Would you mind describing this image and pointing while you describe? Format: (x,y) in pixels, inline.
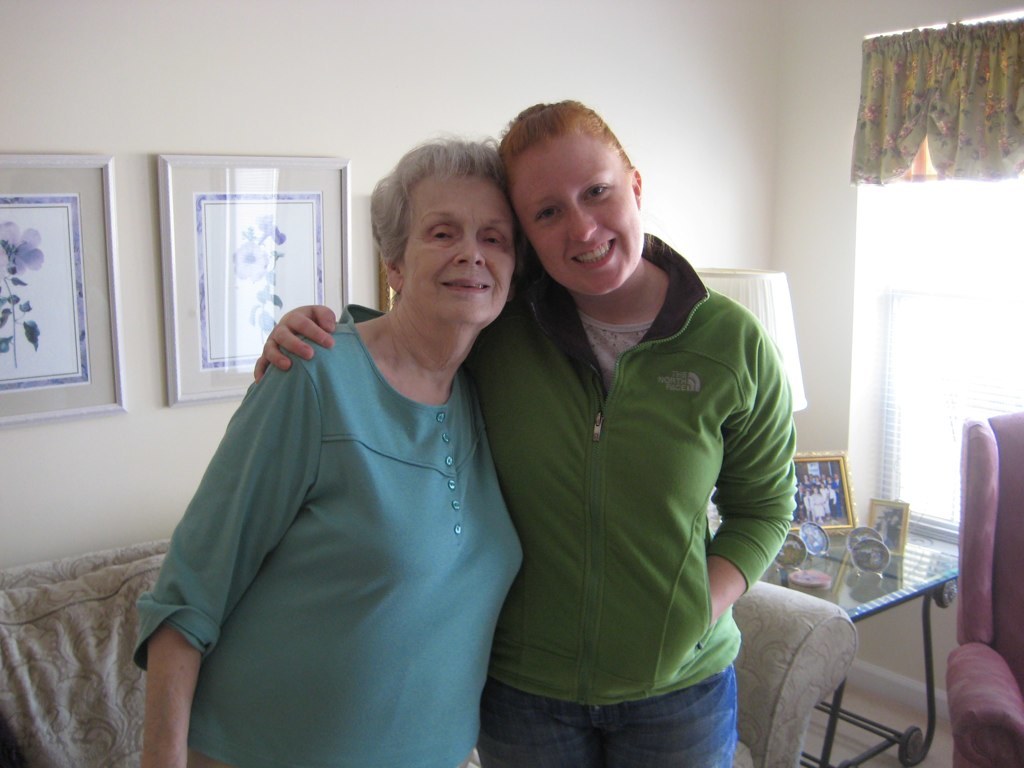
In the picture we can see a old woman (434,215) and a woman (598,145) standing, a old woman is wearing a blue T-shirt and woman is wearing a green jacket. In the background (811,66) we can see a sofa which is white in color and next to it there is a table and some things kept on it with a lamp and we can also see the window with the curtain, and a wall (574,84) with photo frames (274,200).
